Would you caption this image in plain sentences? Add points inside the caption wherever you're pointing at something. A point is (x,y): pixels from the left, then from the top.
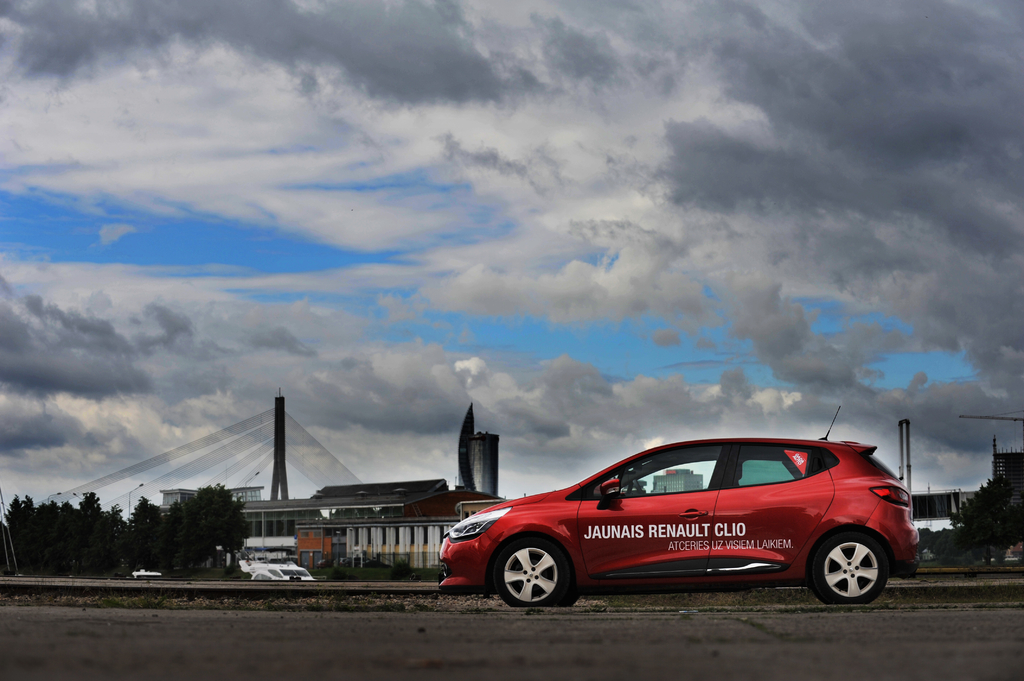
In this image we can see a car (687,521) with text (690,529) on that. In the background (153,526) there are trees (81,521). Also we can see buildings (430,516). And there is sky (423,273) with clouds (417,284). At the bottom (480,662) there is road (767,655).
